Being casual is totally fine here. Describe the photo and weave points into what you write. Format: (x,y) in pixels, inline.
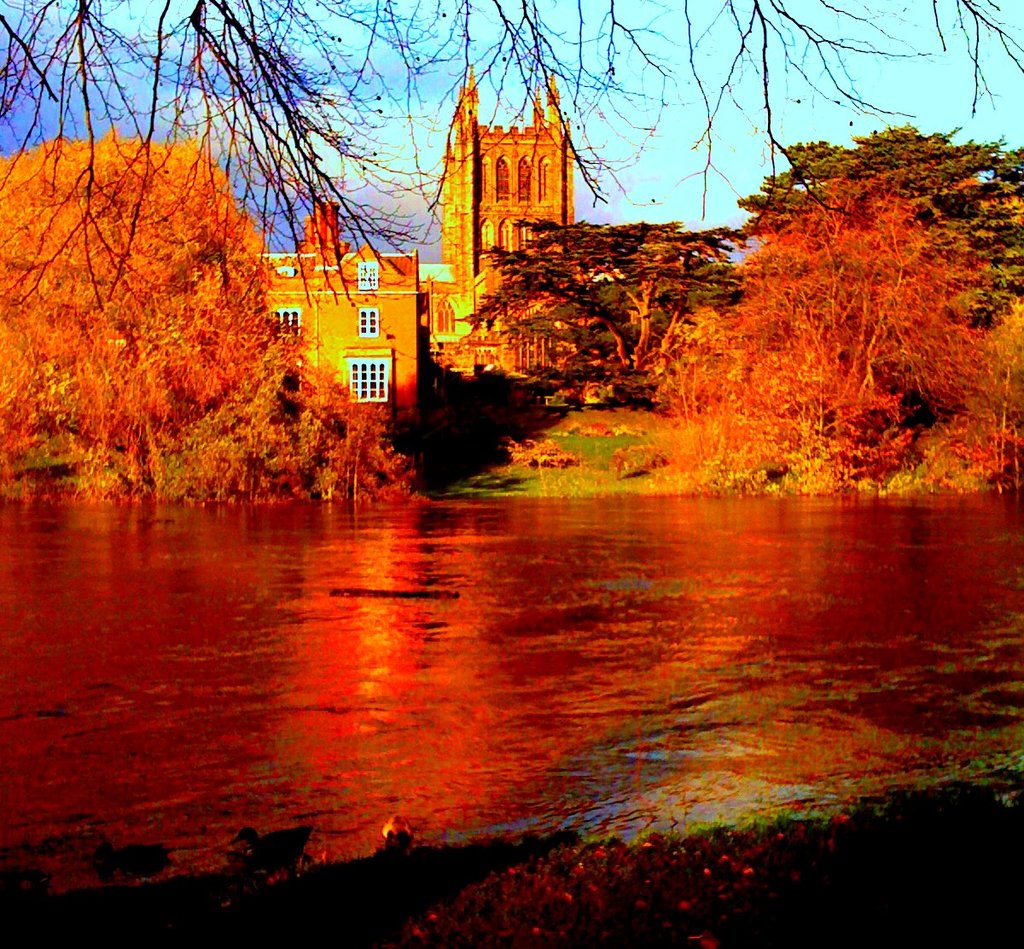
In this image we can see trees (87,365), buildings (445,273), water (586,675) and in the background (383,97) we can see the sky (395,138).
